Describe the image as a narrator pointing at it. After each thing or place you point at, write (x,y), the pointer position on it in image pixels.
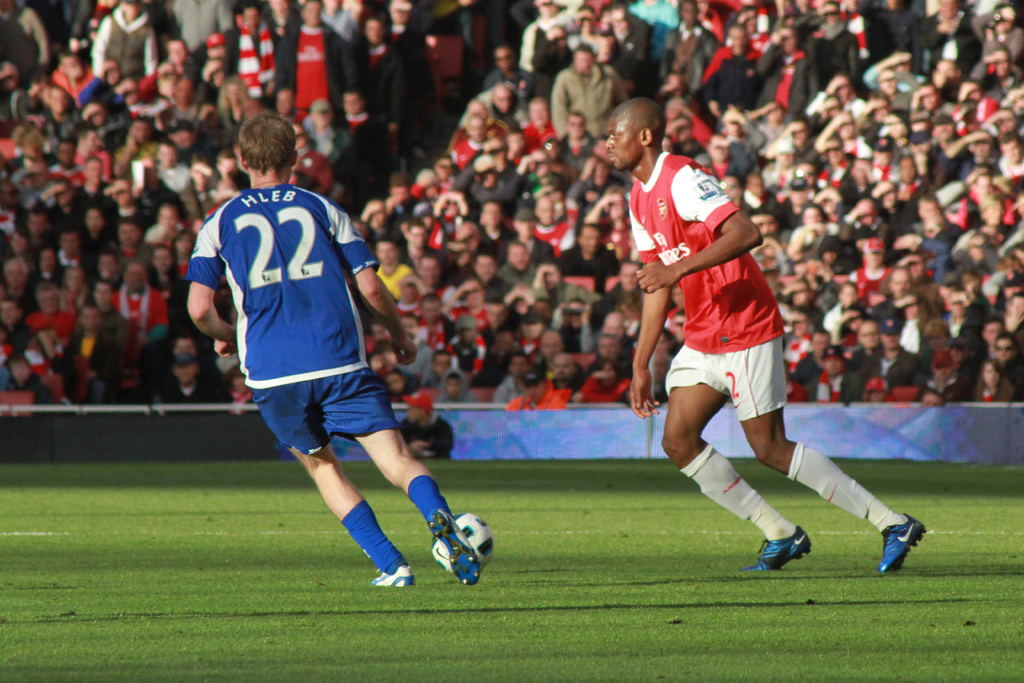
In the image we can see there are two men (263,163) who are standing on the ground (839,578) with a football (483,537) and in front of them there are lot of people (519,161) who are looking at them.
